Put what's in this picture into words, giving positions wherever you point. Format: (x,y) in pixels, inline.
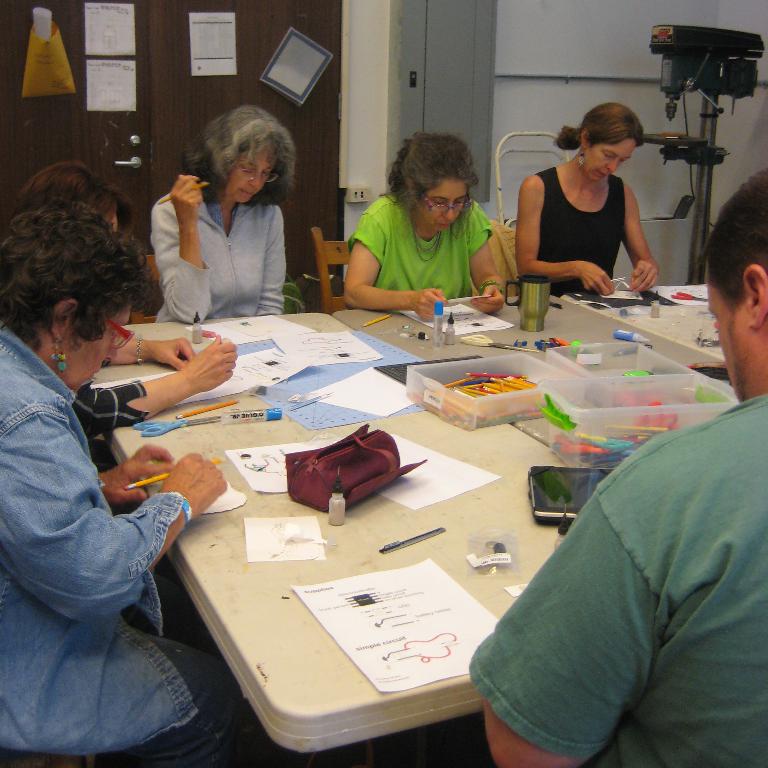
There are many people (161,250) sitting around a table (264,428). On the left (51,488) a woman (51,488) wearing a blue shirt (66,491) is holding pencil (151,483). On the table (278,593) there are papers (278,351), box (475,395) with pencils (475,395), scissors (166,428), gum (263,414), pouches (352,456), tab (541,469), glass (528,301) and many other items (584,356). In the background (207,75) there is a wall (518,46), door (147,66), on the door (161,66) there are some posters (207,59).
